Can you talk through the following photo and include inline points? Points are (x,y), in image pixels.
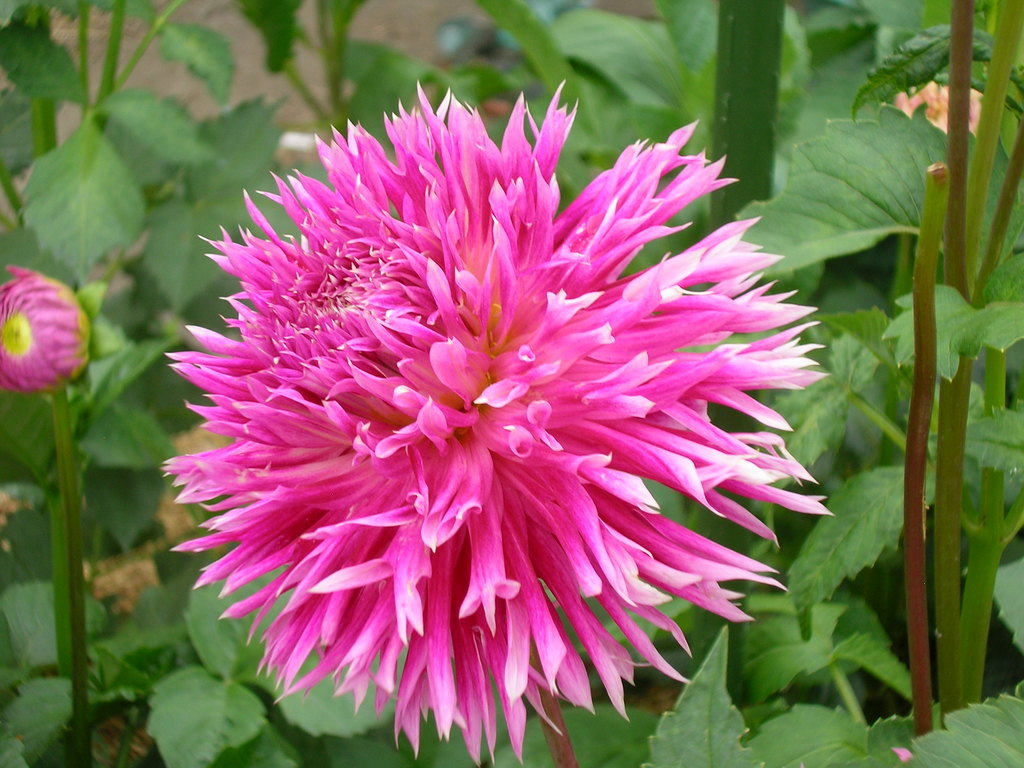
In the foreground of this picture (433,451), there is a pink beautiful flower (433,451) to a plant (927,255) and in the background (644,91), there are plants (891,149).
